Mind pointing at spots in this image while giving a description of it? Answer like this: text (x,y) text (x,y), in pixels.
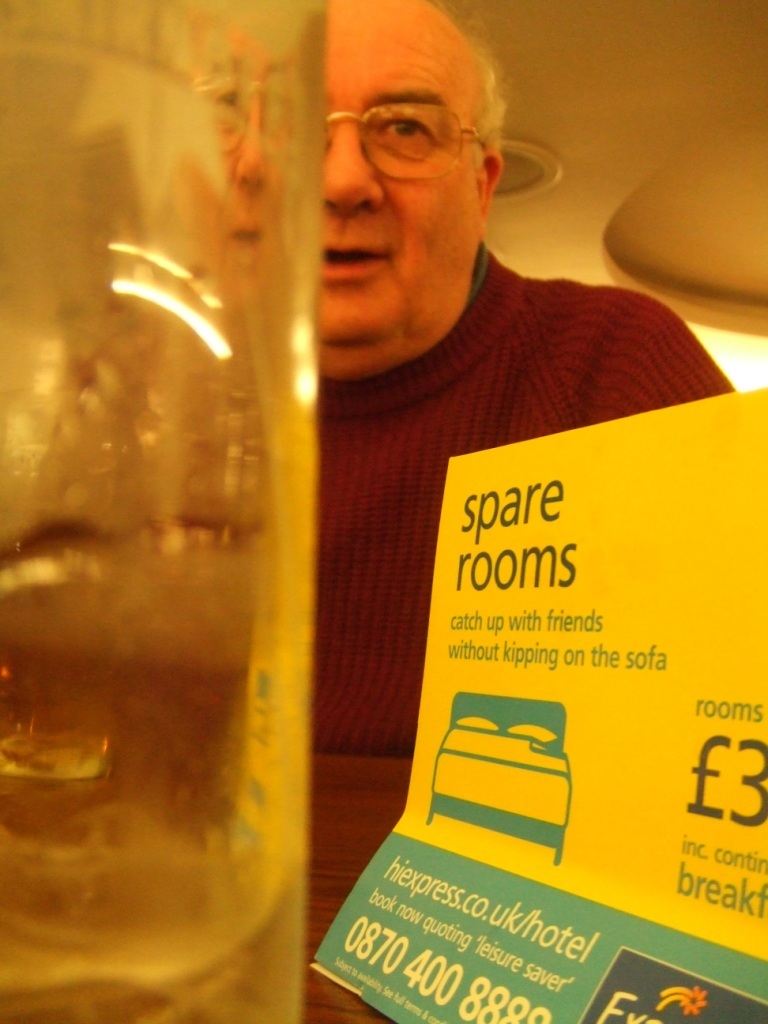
In this image in the center (467,658) there is a paper (553,793) which is yellow and green colour with some text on it. Behind the paper (475,602) there is a man (459,389) and in the front (174,540) on the left side (153,563) there is a glass bottle (165,598).
